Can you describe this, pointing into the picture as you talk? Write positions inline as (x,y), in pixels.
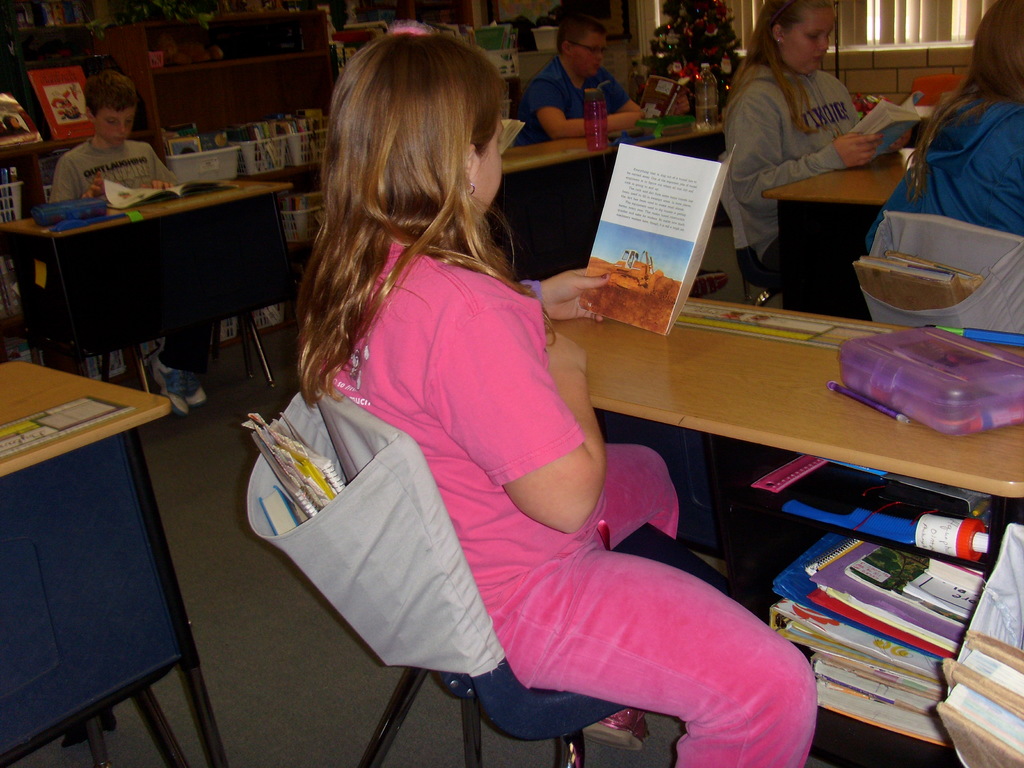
On the left side of the image (63,538) we can see a table (104,539). On the table (120,538), we can see a paper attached to it. In the center of the image (509,484) we can see a person (524,472) sitting on the chair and she is holding some object (616,281). On the chair (339,495), we can see a pocket type cloth (404,608). In that pocket (354,504), we can see the books (312,469). In front of her, there is a table (787,402). Below the table (905,444), we can see the books (949,635) and some objects (919,534). On the table (855,452), we can see a plastic box (905,408) and some objects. In the background (866,77) there is a wall (886,74), curtains (950,13), tables (836,213), shelves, books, few people (769,211) are sitting and holding some objects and a few other objects (217,150).
